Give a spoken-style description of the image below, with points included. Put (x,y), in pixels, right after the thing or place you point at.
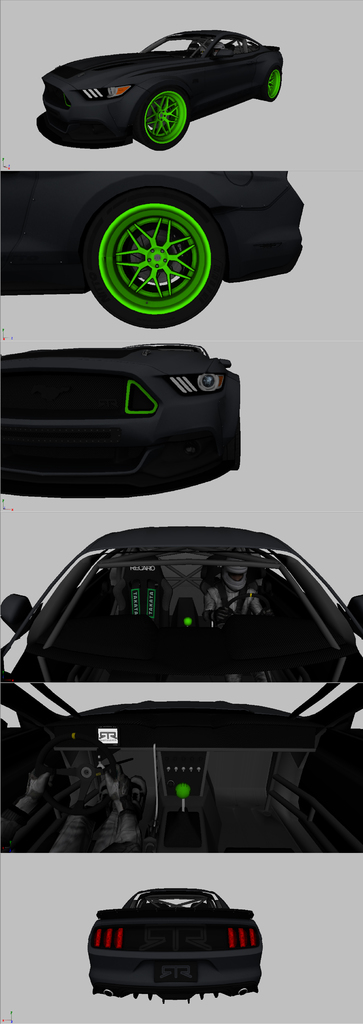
This picture is collage of different pictures. In each picture, there is part of a car (113,576).
